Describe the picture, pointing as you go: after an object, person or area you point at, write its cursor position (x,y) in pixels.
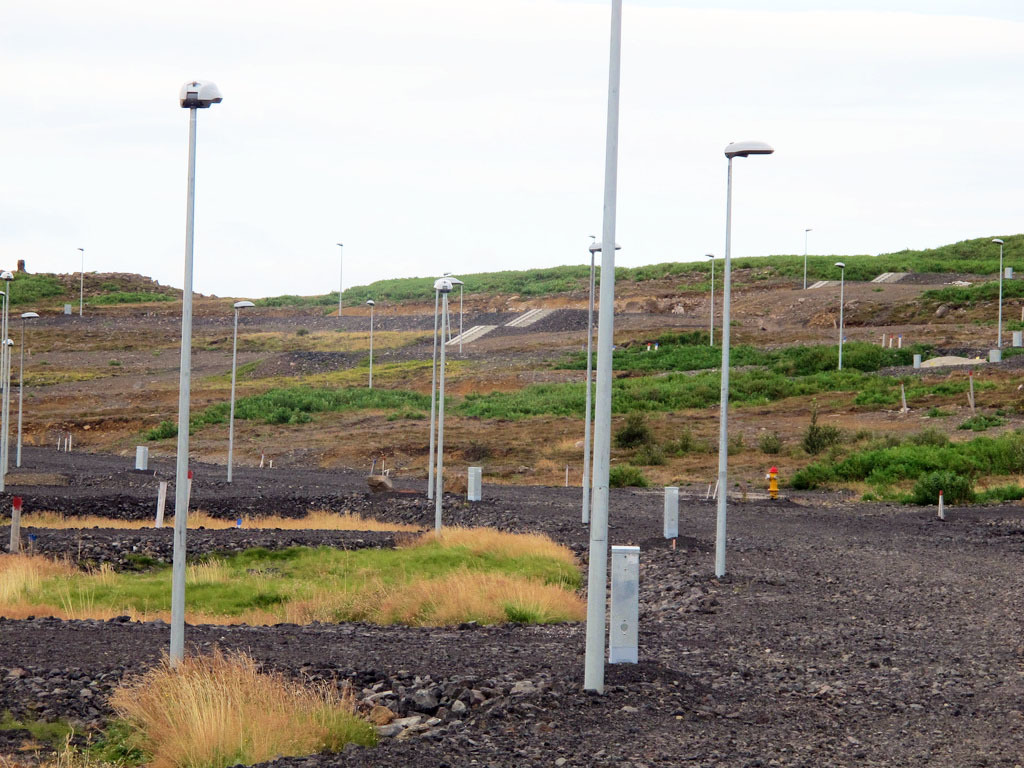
In this picture we can see few poles (445,330), lights (591,243) and plants (754,348).
